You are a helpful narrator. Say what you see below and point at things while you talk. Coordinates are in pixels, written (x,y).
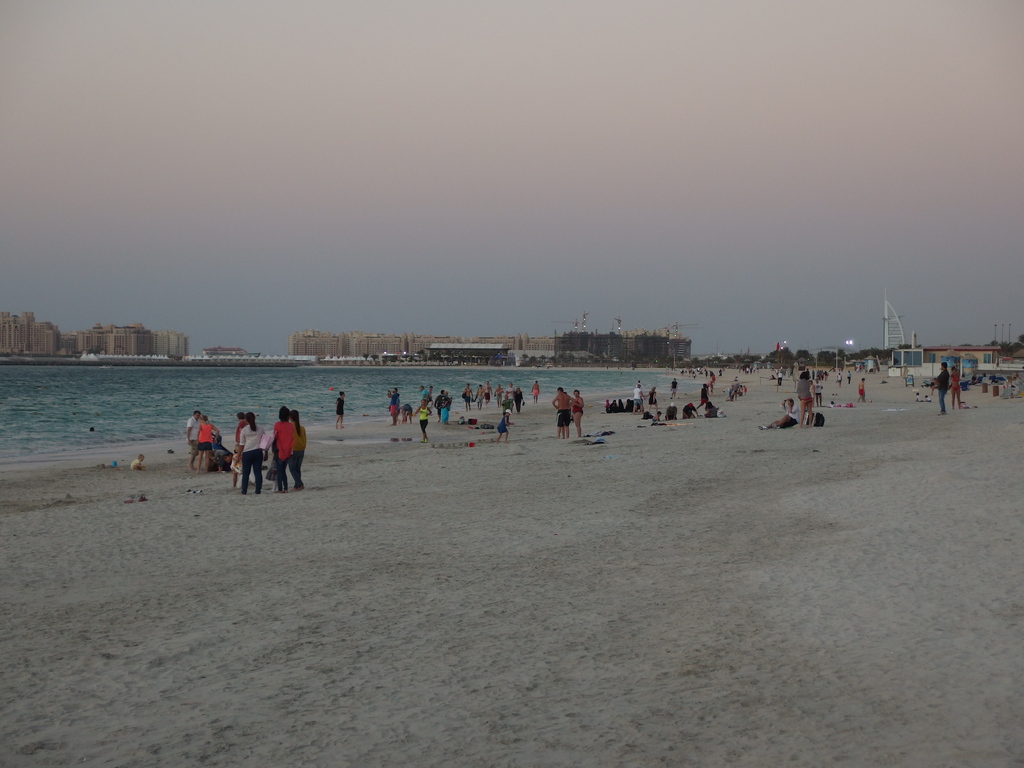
In this image I can see a few people (787,417) are sitting and few (731,395) are standing on the ground (699,593). And there is a water (321,408). At the back (122,348) there are buildings (505,342), Light (846,344) and there is an object (889,333). And at the top (389,156) there is a sky (513,248).
